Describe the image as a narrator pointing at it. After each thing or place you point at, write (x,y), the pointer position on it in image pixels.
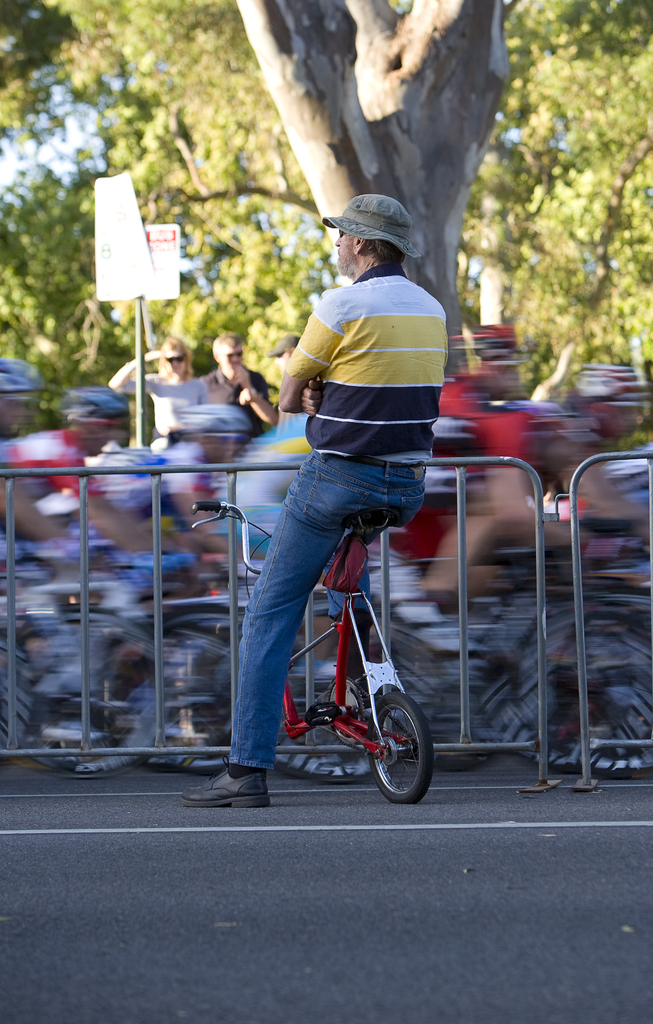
In this image I can see the person (189,801) sitting on the bicycle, the person (440,367) is wearing yellow, black and blue color dress (369,409). Background (9,336) I can see the railing (390,629) and few persons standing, trees (318,74) in green color and the sky (87,147) is in white color.
